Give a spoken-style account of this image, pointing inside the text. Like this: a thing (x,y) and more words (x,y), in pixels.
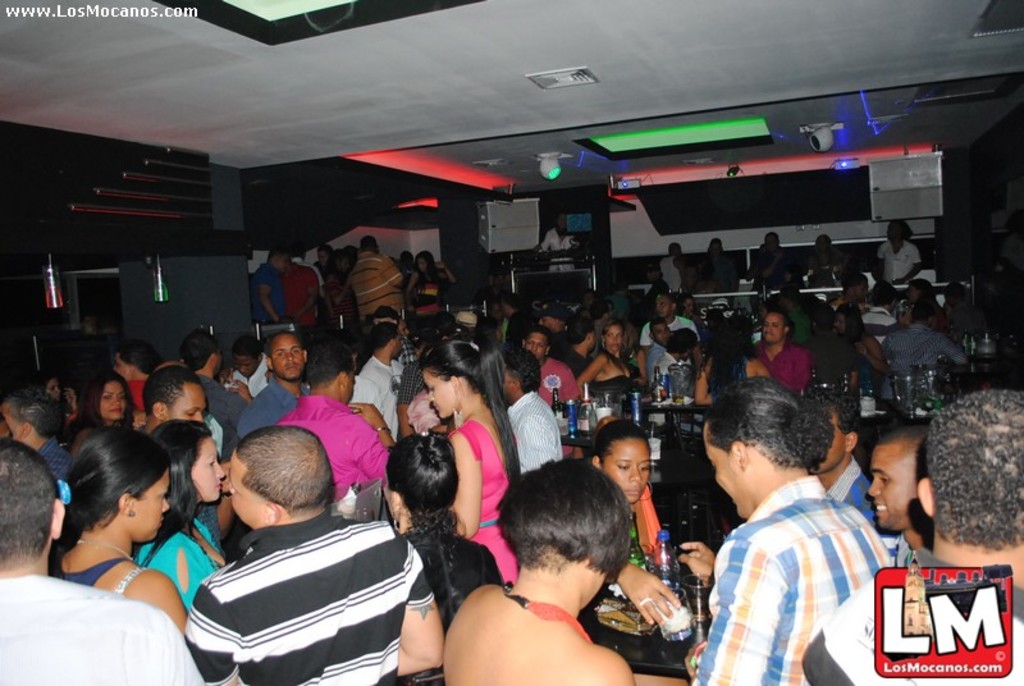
In the image there are many people (535,410) standing and also there are tables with bottles (661,553) and glasses (679,609). At the top of the image (72,96) there is a roof (298,83) with lights (855,154), projector (849,160) and cameras (559,173). At the bottom of the image (898,625) there is a logo (902,641).
